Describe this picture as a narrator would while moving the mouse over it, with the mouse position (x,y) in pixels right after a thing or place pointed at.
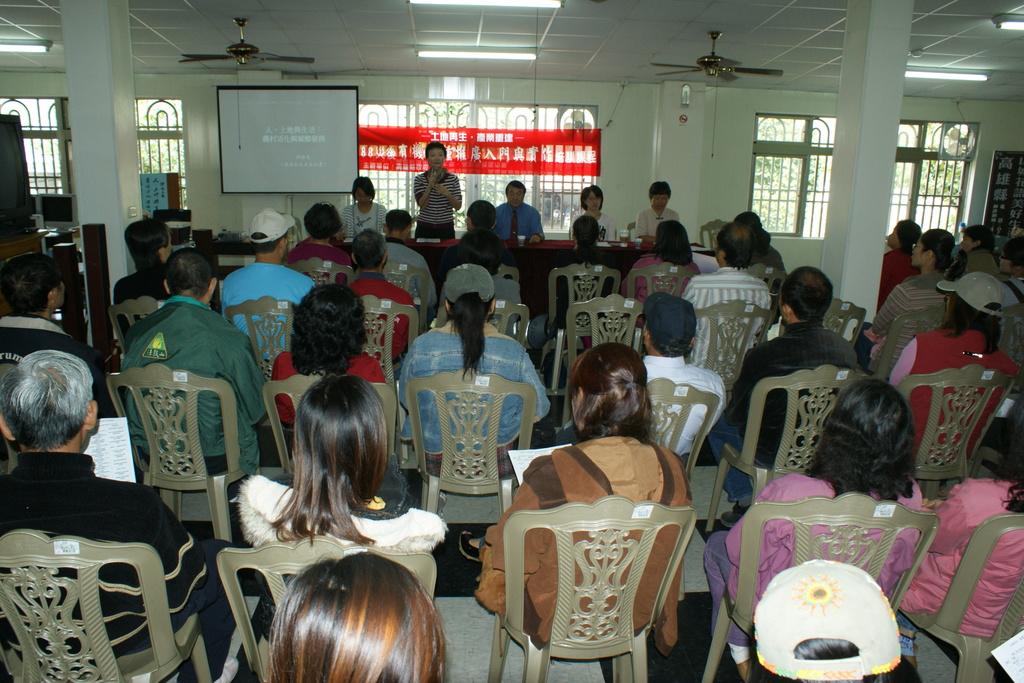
This is a hall (88,209) in which there are a group of people (353,311) sitting on the chairs (463,494) and holding some papers (519,467) and opposite to these people (496,242) there are four people (350,212) sitting on the chairs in front of a desk (521,249) on which there are some glasses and there is a screen (303,90) in the room (200,136) and some lights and two fans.
